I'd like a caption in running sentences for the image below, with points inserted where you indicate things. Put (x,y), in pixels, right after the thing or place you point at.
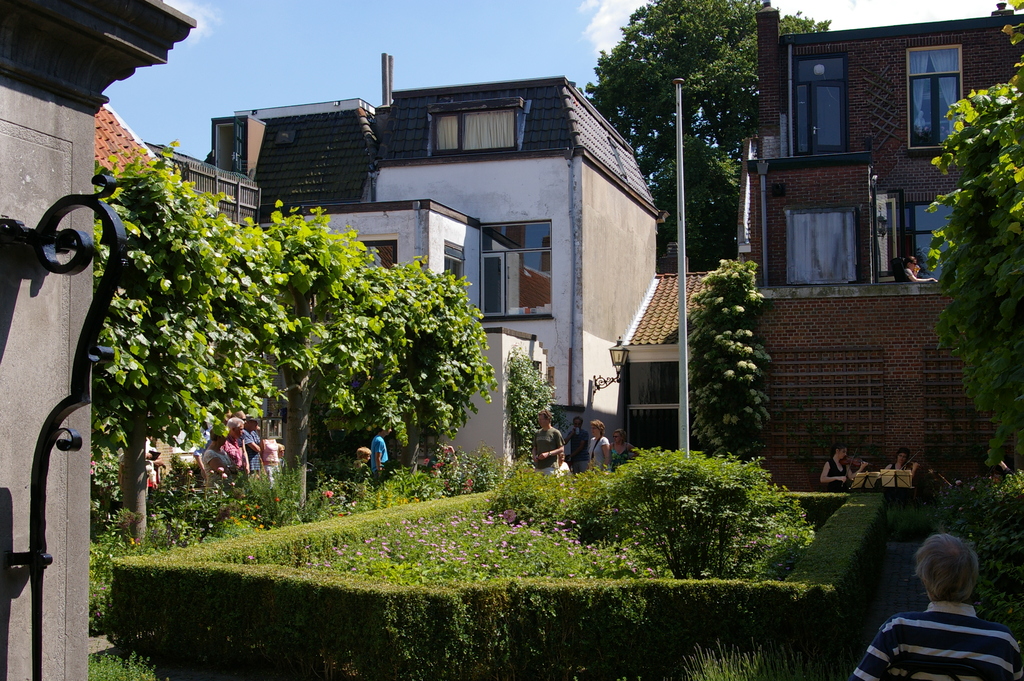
In this image we can see people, plants (505,524), flowers (484,555), trees (999,419), pole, buildings (996,34), and other objects (70,247). Here we can see two women (910,489) are playing musical instruments (931,469). In the background (394,23) there is sky (589,33) with clouds (589,33).
